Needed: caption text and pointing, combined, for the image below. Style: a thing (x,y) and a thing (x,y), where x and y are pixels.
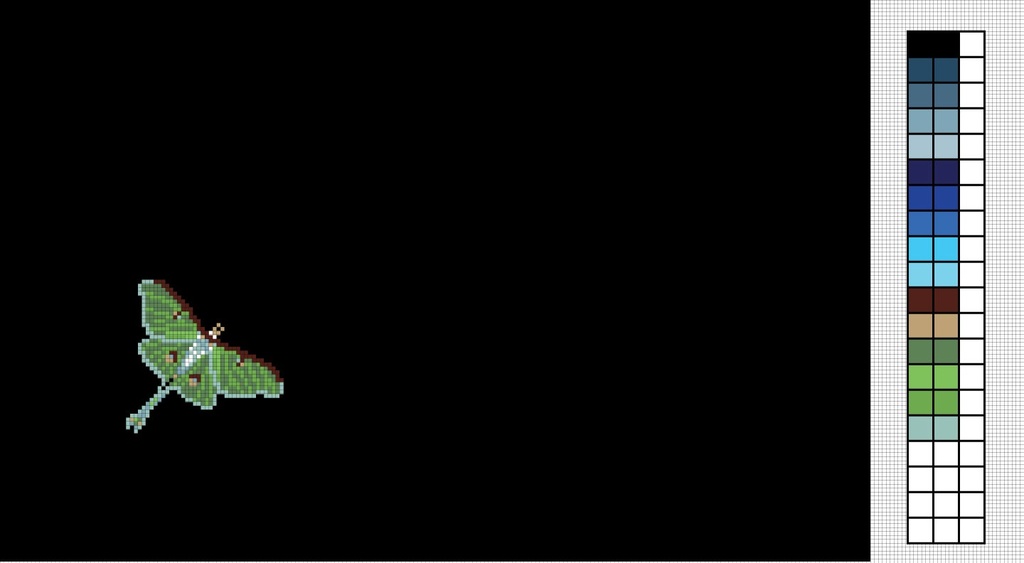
It is an animated image. In this image there is an animated butterfly (215,327), color boxes (923,333) and dark background (424,246).
